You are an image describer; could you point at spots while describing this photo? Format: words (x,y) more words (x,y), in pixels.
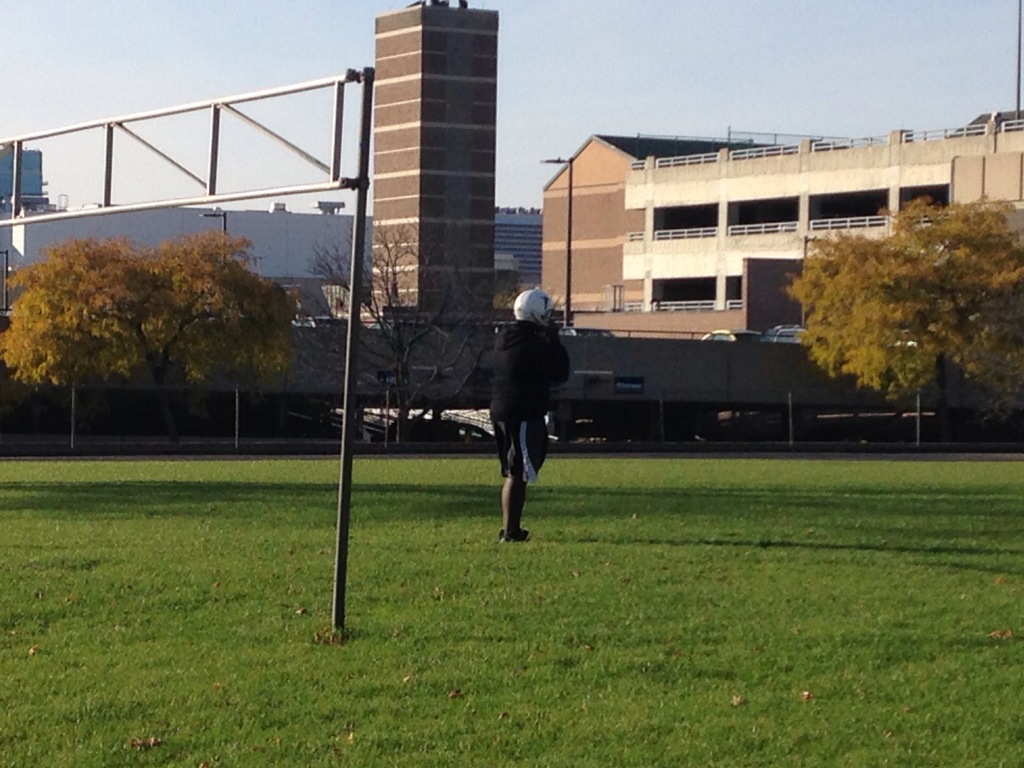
In this image I can see the grass (578,659). I can see a person (496,400). In the background (272,328), I can see the trees (1022,363), buildings (621,233) and the sky (736,65).
